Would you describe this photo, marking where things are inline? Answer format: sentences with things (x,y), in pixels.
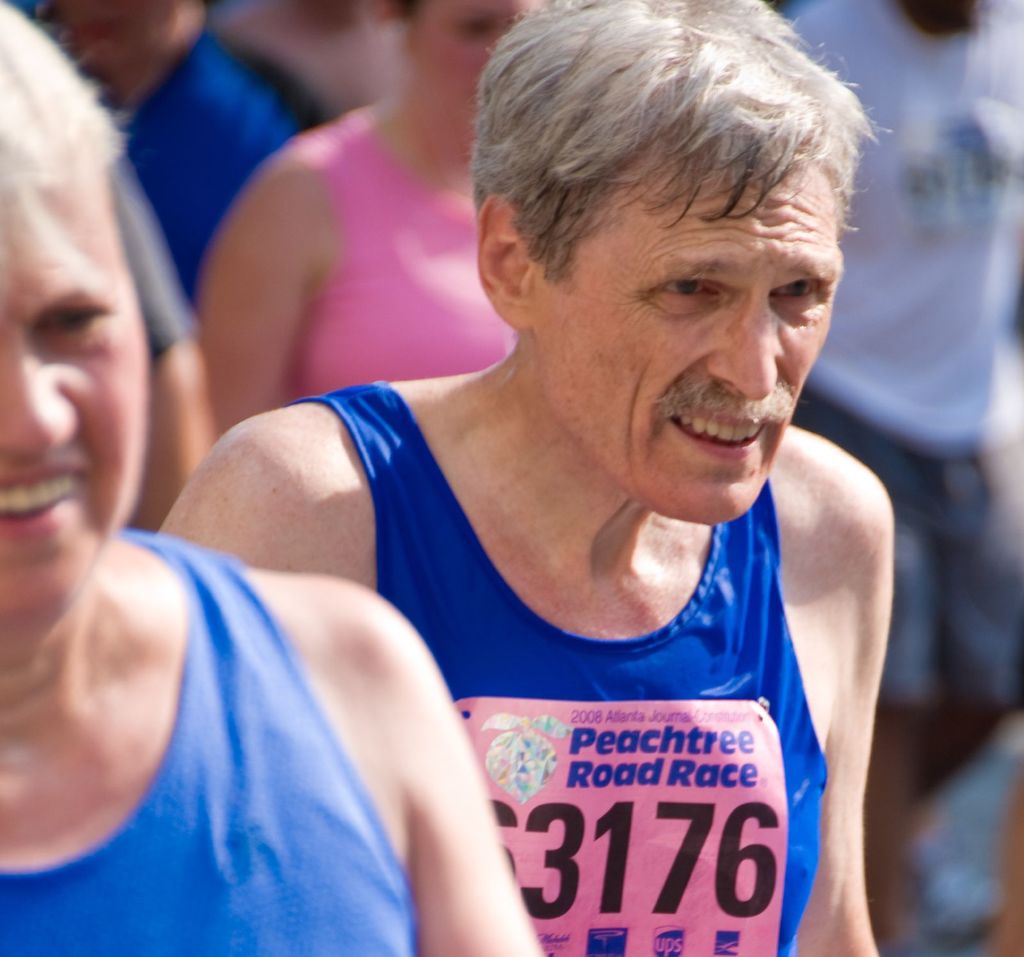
In this image on the right hand side (820,285) we can see a person (763,575) wearing a dress (547,650) and we can also see some text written on it. On the left hand side (52,666) we can see a person (335,912) standing.
